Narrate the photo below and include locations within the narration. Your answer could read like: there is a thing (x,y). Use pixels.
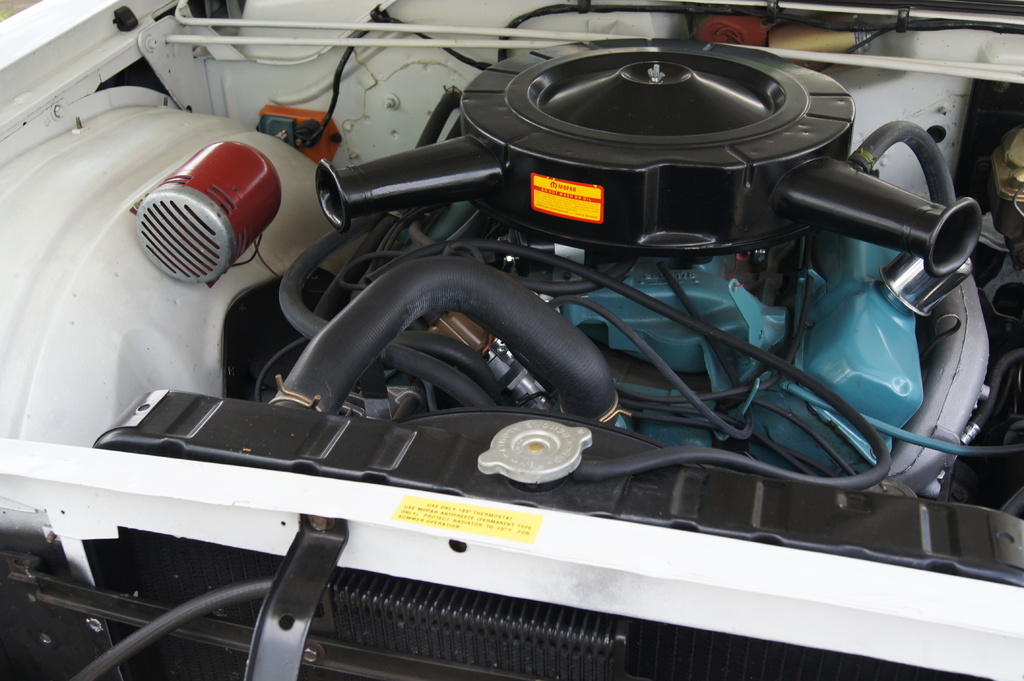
In this image there are machines (622,280). It seems to be front part (638,115) of a car (411,44). In the center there is a label (559,184) on the machine (531,173). There is text (580,199) on the label (560,203).
